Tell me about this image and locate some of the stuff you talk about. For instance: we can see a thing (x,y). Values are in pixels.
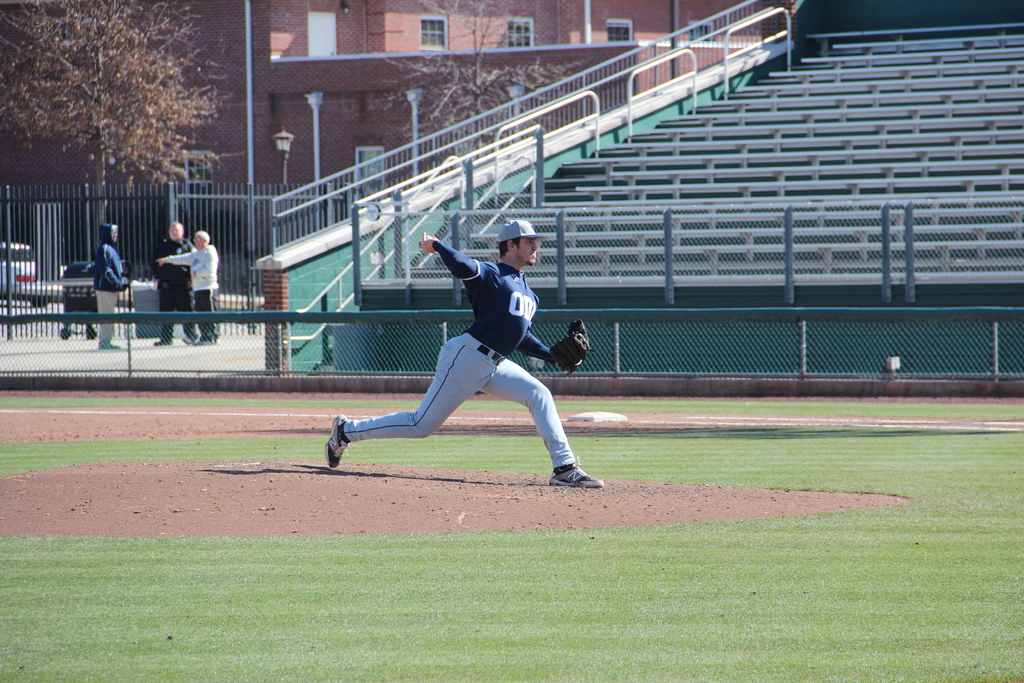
In this picture there is a person (512,295) wearing blue dress (512,295) is standing and wearing a glove (573,348) to one of his hand (566,346) and there is a fence (542,335) beside him and there are three persons (210,286) standing in the left corner (179,289) and there are few dried trees (199,76) and a building (200,59) in the background (257,57).
